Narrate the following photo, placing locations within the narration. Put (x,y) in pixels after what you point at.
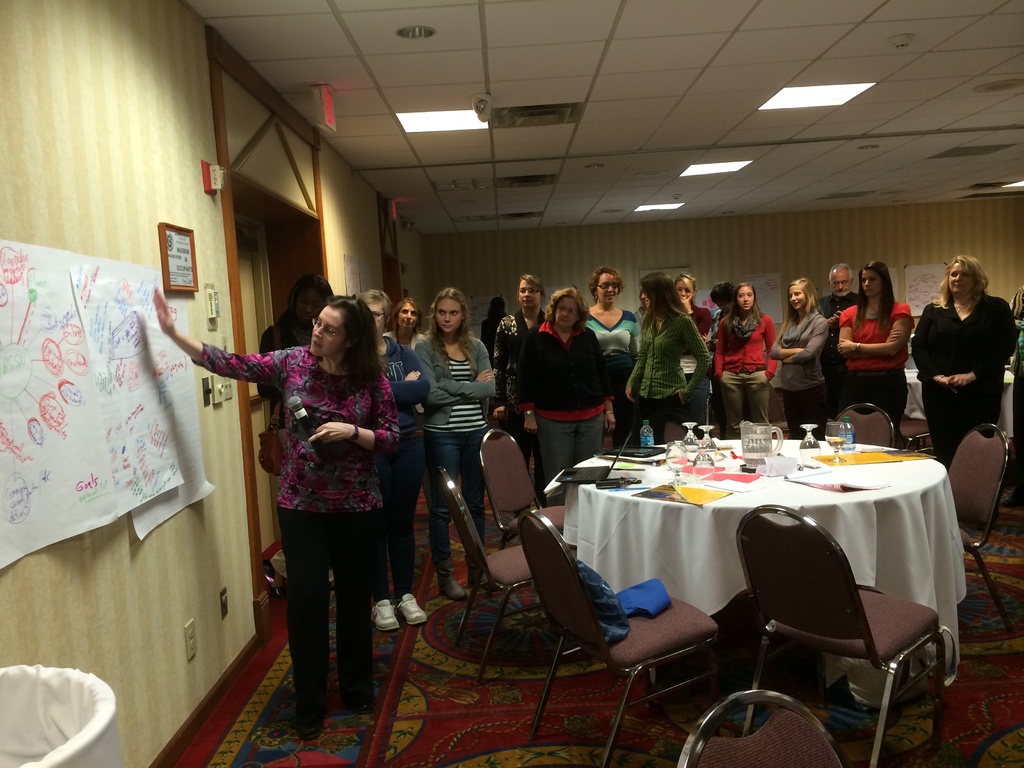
In this picture there is a woman (348,453) who is standing near to the posters (191,474). In the background (766,414) I can see many people (592,342) were standing near to the table (912,513) and chairs (976,541). On the table (648,473) I can see the glasses (677,457), jars (757,453), papers (738,480), books (859,485) and other objects (756,471). At the top (799,89) I can see the lights (846,86).
